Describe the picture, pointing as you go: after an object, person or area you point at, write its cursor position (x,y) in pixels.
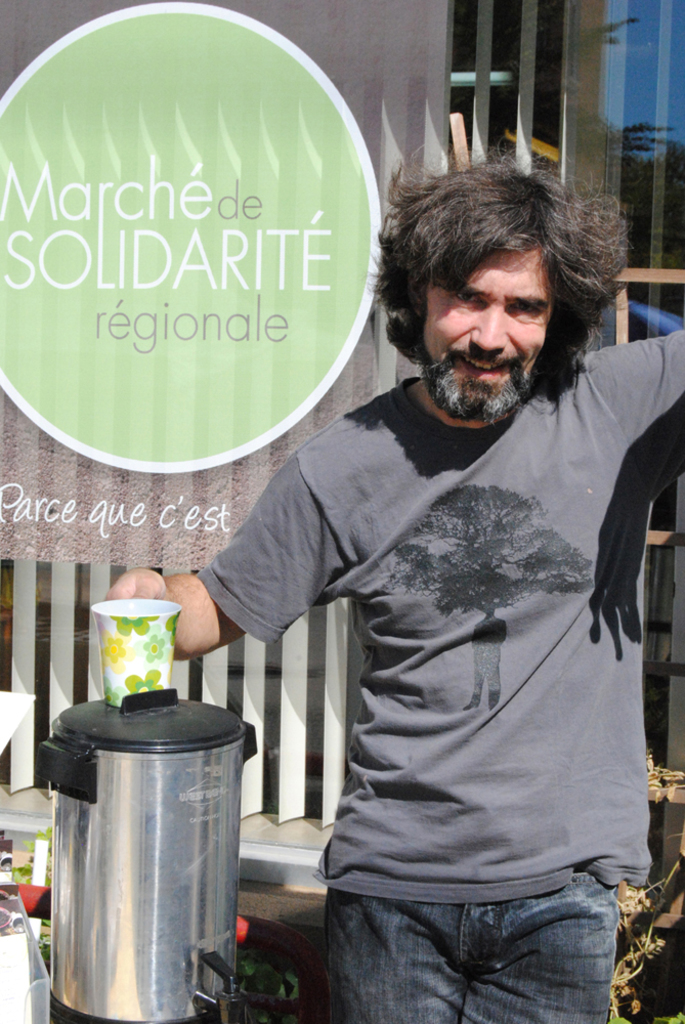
In this image I can see a person (414,504) wearing a gray color t-shirt (328,541) and holding a cup (121,665) and standing and his smiling background I can see fence (548,50) and I can see a steel container (150,858) visible on the left side (119,865).
